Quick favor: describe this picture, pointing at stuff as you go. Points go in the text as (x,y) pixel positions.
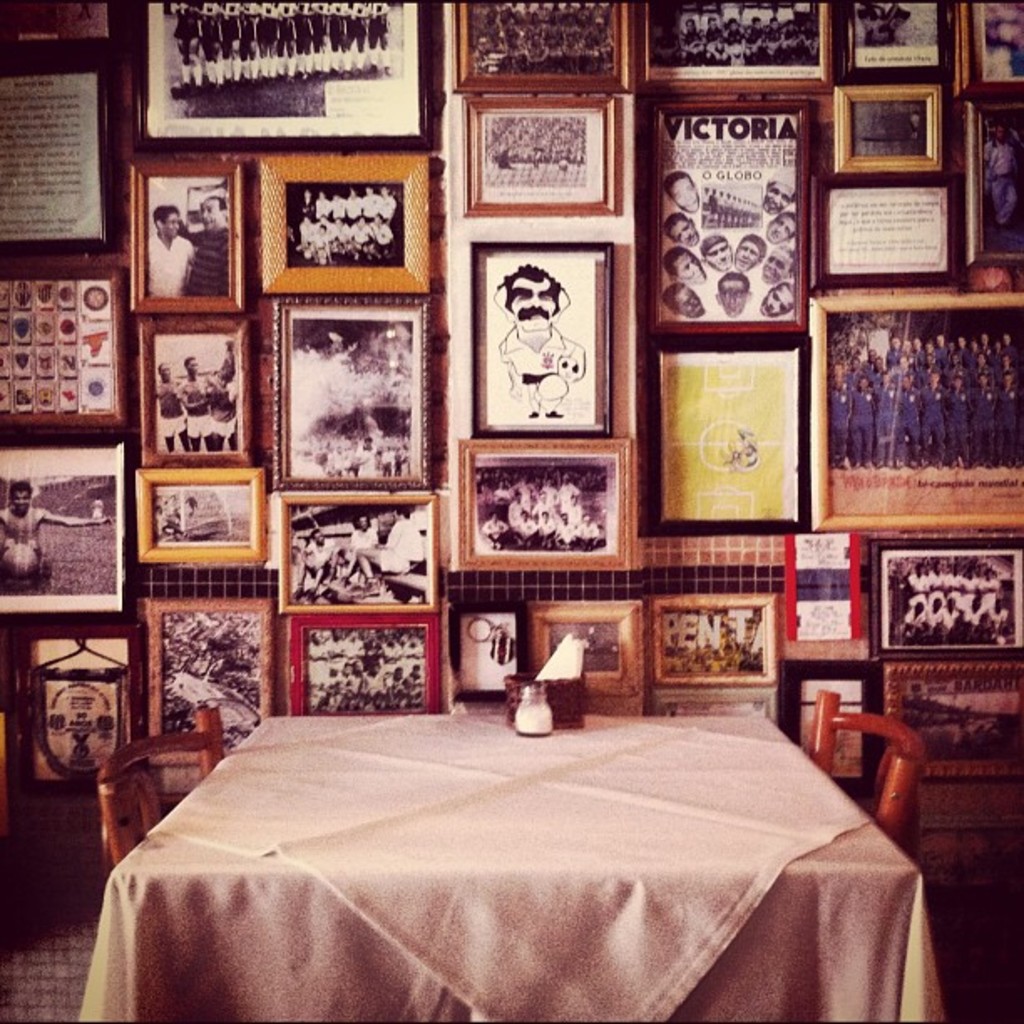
In the image we can see table (550,844), on the table (541,802) there are objects (533,699). Here we can see two chairs (842,725), here we can see many frames (428,264).
